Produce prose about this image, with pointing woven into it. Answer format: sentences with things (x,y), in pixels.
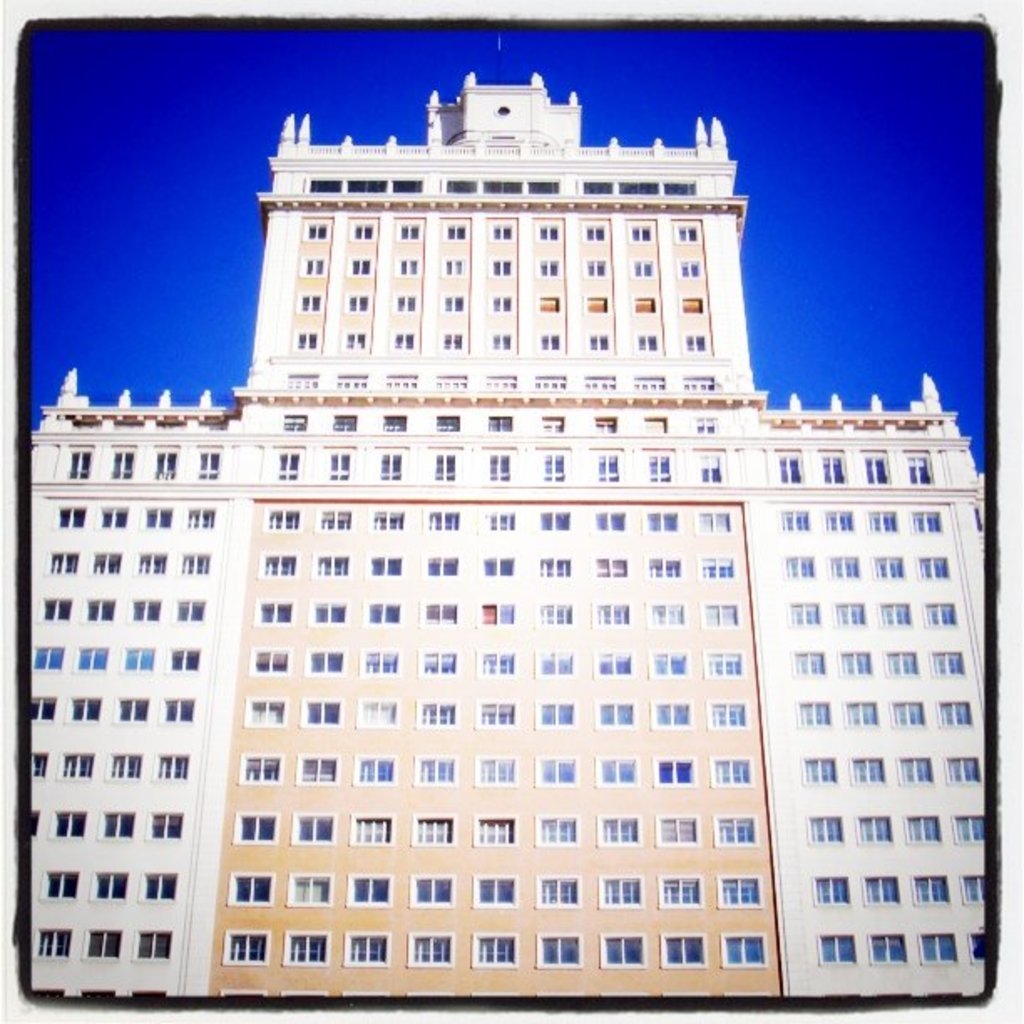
In this image there is a building (599,616) which is white in colour in the center (541,611).
